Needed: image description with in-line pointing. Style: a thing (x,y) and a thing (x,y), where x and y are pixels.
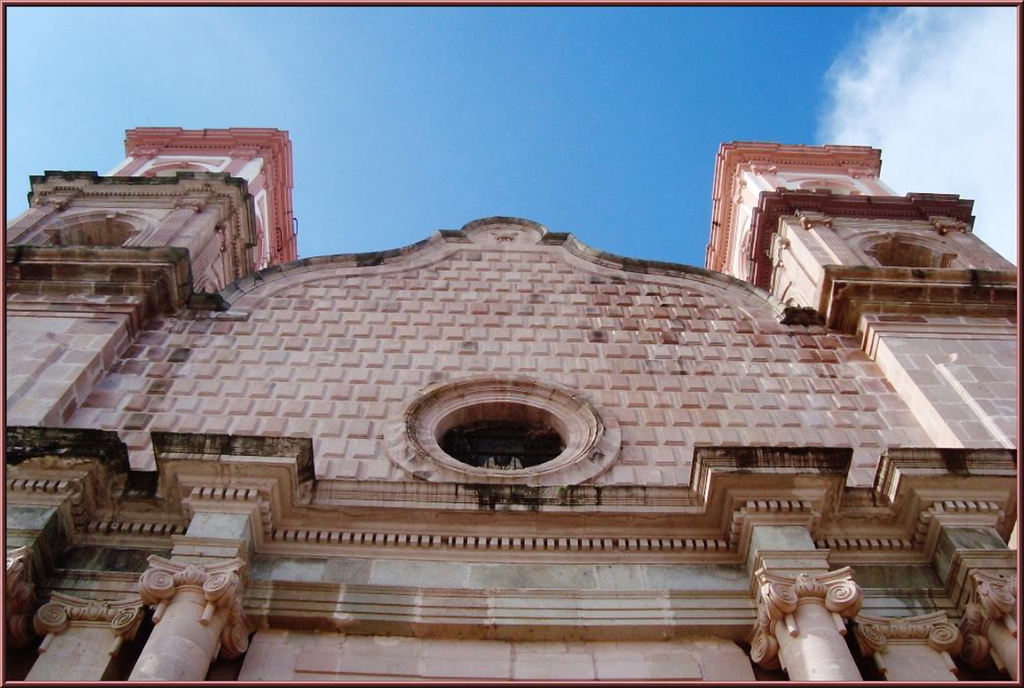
In this image we can see a building (566,409). At the top of the image (442,80) there is sky (512,107).
